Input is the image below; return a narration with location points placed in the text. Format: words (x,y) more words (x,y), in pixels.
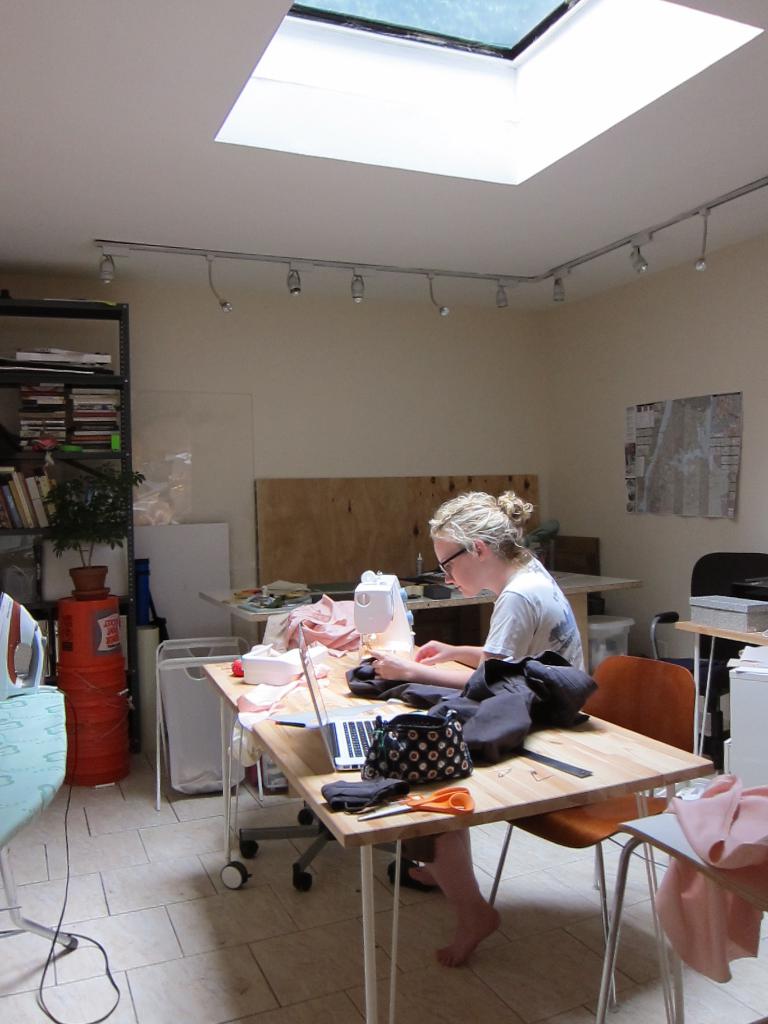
Woman (569,649) sitting on the chair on the table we have purse (428,742), sewing machine (376,622), in the back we have shelf (92,456) with books (51,414) and a plant (100,575).
